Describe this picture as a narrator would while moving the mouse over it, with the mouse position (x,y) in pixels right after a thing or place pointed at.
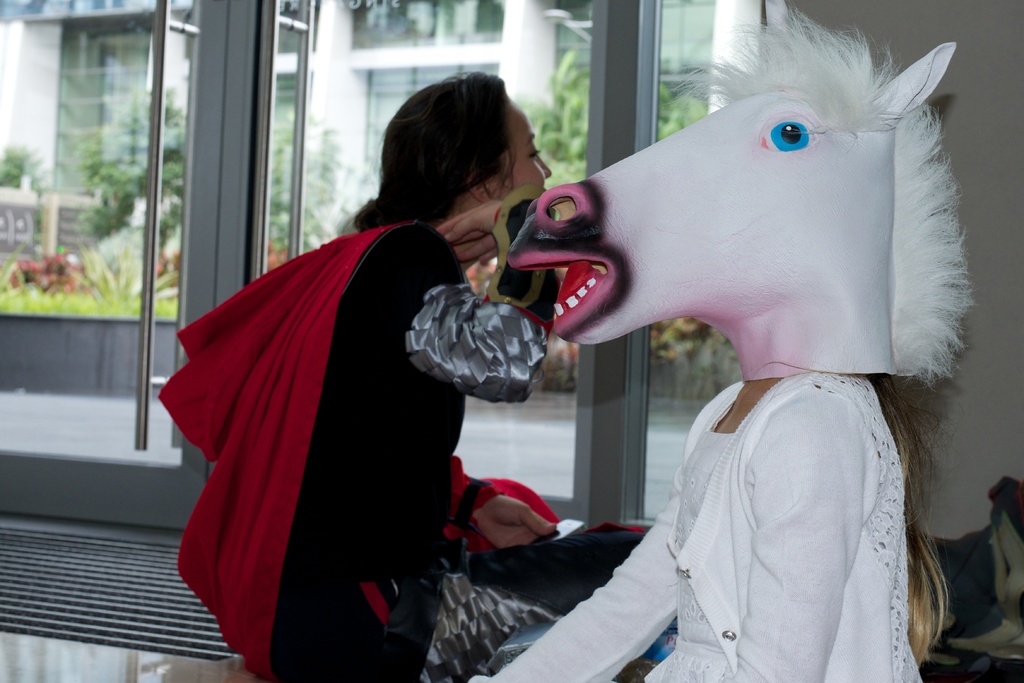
In this image, I can see two persons (438,533) sitting. Among them one person (650,584) wore an animal head mask (677,264). In the background (178,230), I can see a building (438,70), trees (182,192) and plants (98,261) through a glass door (273,209).
